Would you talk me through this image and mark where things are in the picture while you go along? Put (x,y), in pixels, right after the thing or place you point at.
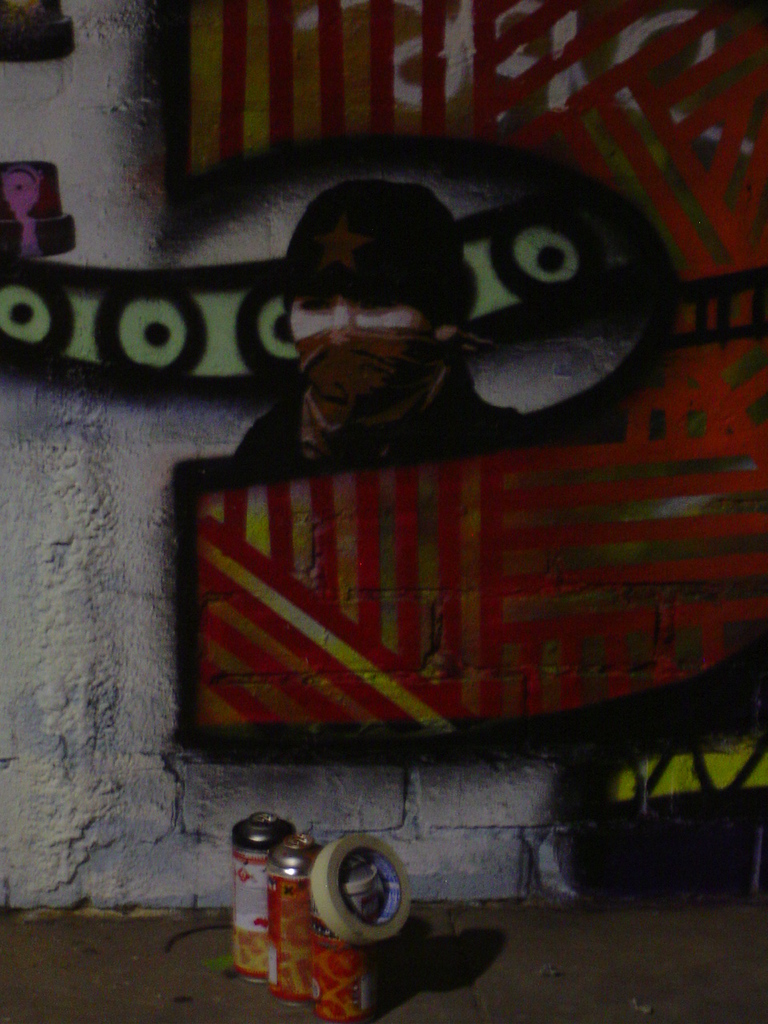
Here in this picture we can see a graffiti painting (318,315) done on the wall (186,593) over there and in the front (286,855) we can see graffiti spray bottles (277,850) and a plaster (336,853) present over there.
